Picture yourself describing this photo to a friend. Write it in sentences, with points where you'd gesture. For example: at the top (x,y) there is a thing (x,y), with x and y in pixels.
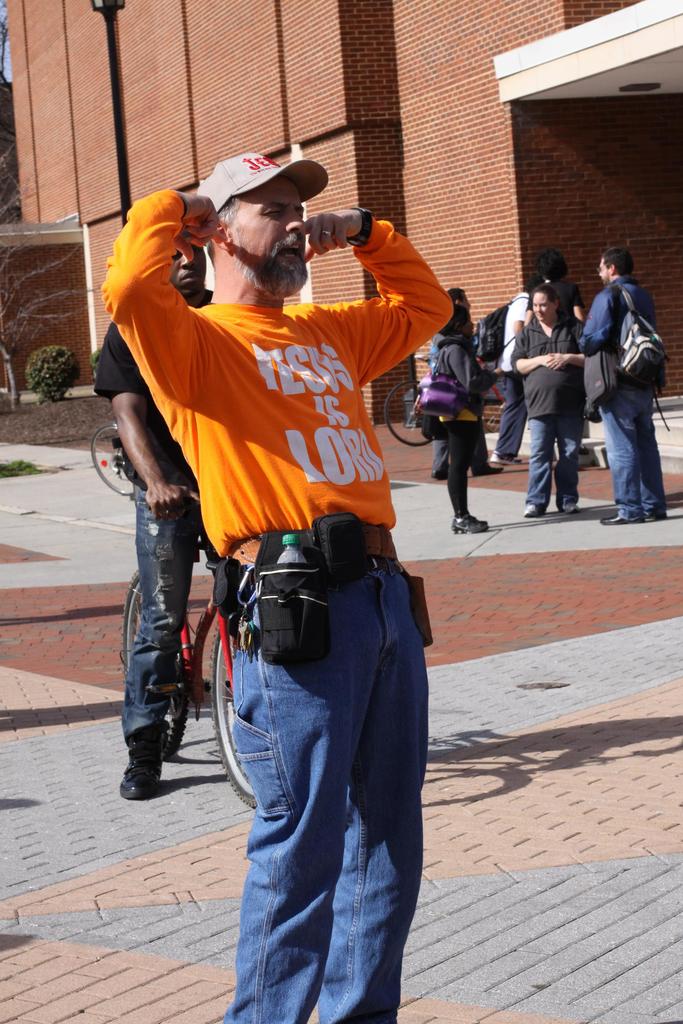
In the picture we can see a path (607,833) with tiles (602,957) on it we can see a man (270,1011) standing, he is in orange T-shirt (367,500) and a white cap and closing his ears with his hands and behind him we can see one man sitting on the bicycle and behind him we can see some people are standing and talking to each other and in the background (543,115) we can see a building wall (603,244) and near it we can see some plant (56,364).
